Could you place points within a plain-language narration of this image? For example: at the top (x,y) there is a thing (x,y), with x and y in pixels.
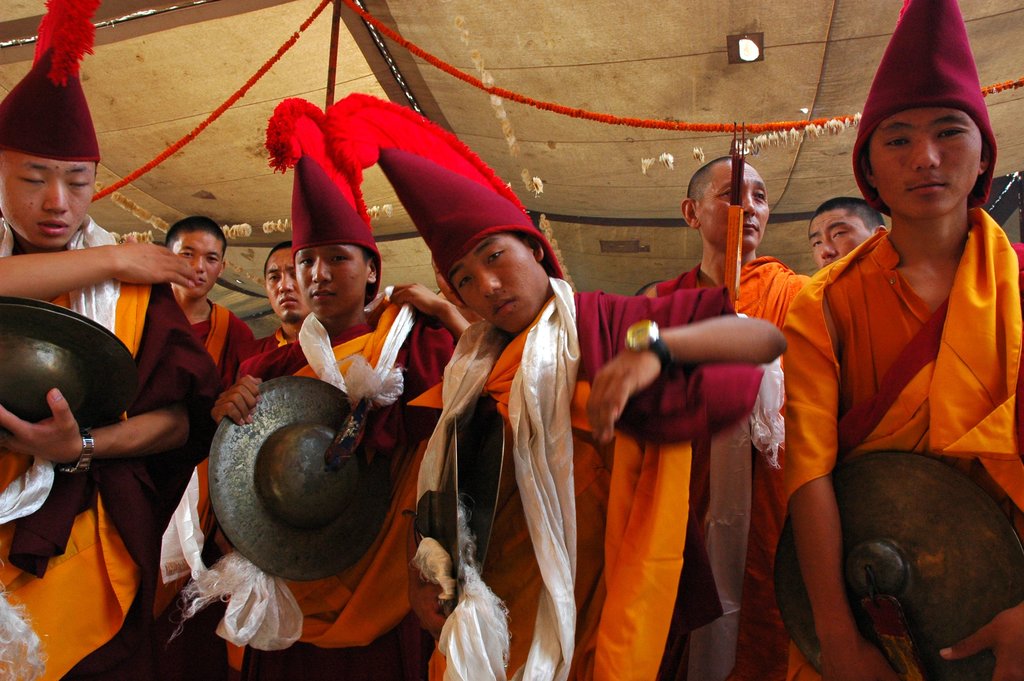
In this picture we can see a few people (407,304) are holding objects (946,582) in their hands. Some people (717,244) are visible at the back (200,235). There are a few decorative items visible from left to right on top of the picture (1005,80).
